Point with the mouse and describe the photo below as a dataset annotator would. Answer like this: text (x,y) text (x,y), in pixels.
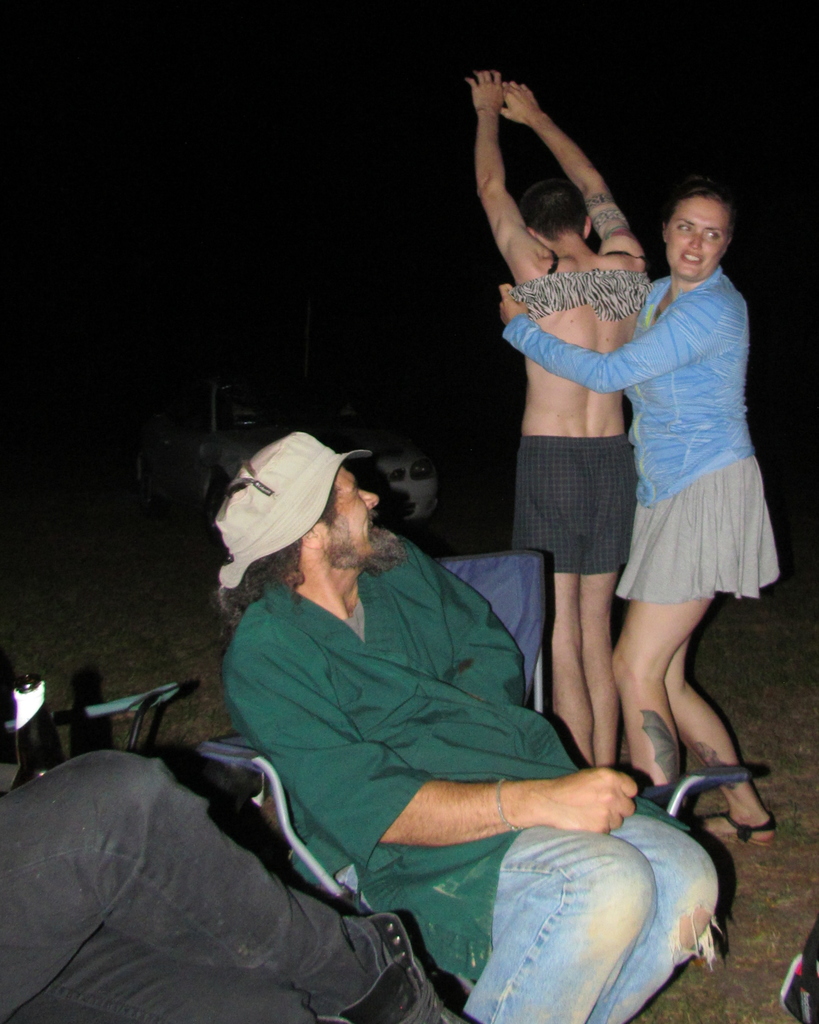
In this image we can see two people (692,485) standing and there are people (367,830) sitting. There is a bottle (50,749). In the background (376,426) we can see a car (273,405).
